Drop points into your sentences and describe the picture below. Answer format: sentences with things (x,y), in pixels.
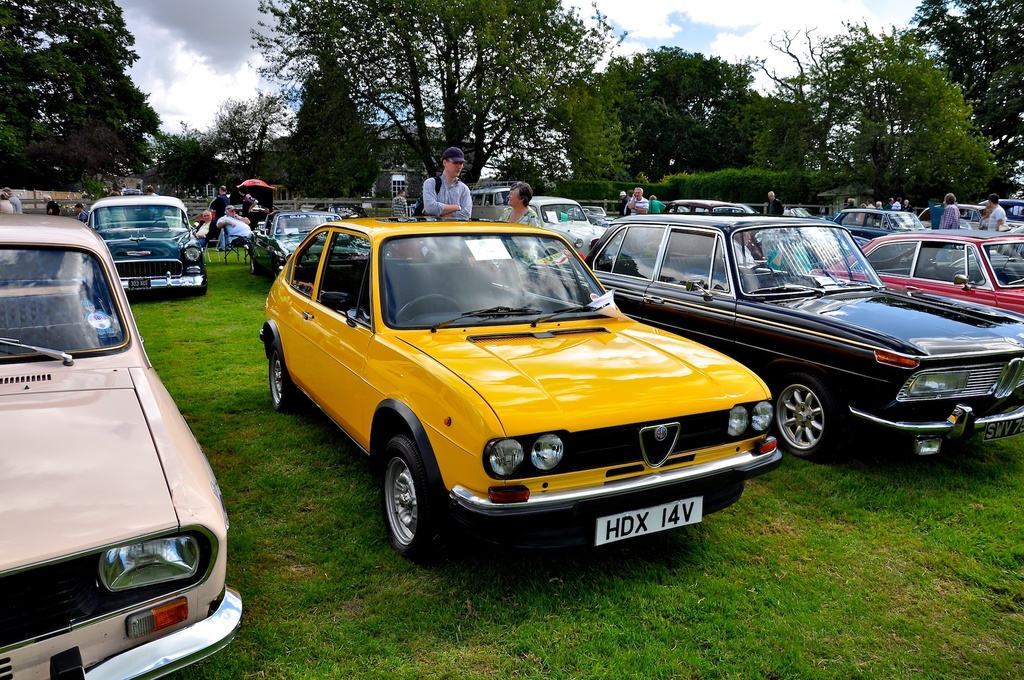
In this image I can see many vehicles (468,452) are on the grass (595,574). To the side of these vehicles (399,249) I can see the few people (466,217) with different color dresses (504,220). I can see one person (446,188) with the cap (456,149). In the background (333,111) I can see many trees (377,84), clouds (724,0) and the sky (724,0).
